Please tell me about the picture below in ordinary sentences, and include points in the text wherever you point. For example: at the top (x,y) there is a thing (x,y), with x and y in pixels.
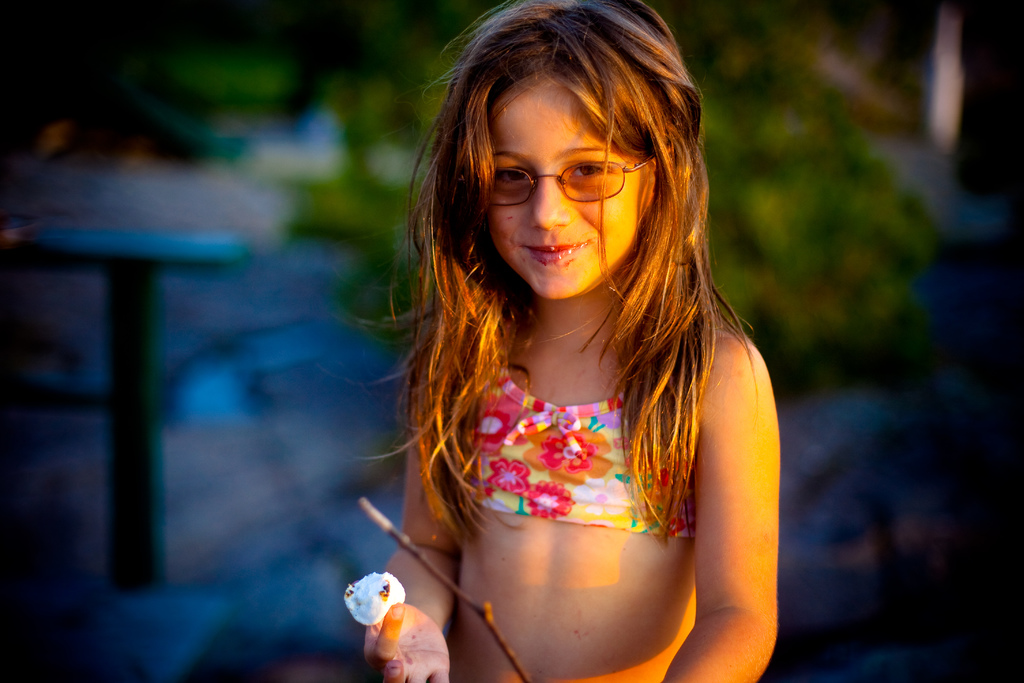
In this image we can see a girl (406,575) standing holding an object (365,593). On the backside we can see a table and a tree (365,305). On the bottom of the image (382,518) we can see a dried stem (390,529) of a plant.
